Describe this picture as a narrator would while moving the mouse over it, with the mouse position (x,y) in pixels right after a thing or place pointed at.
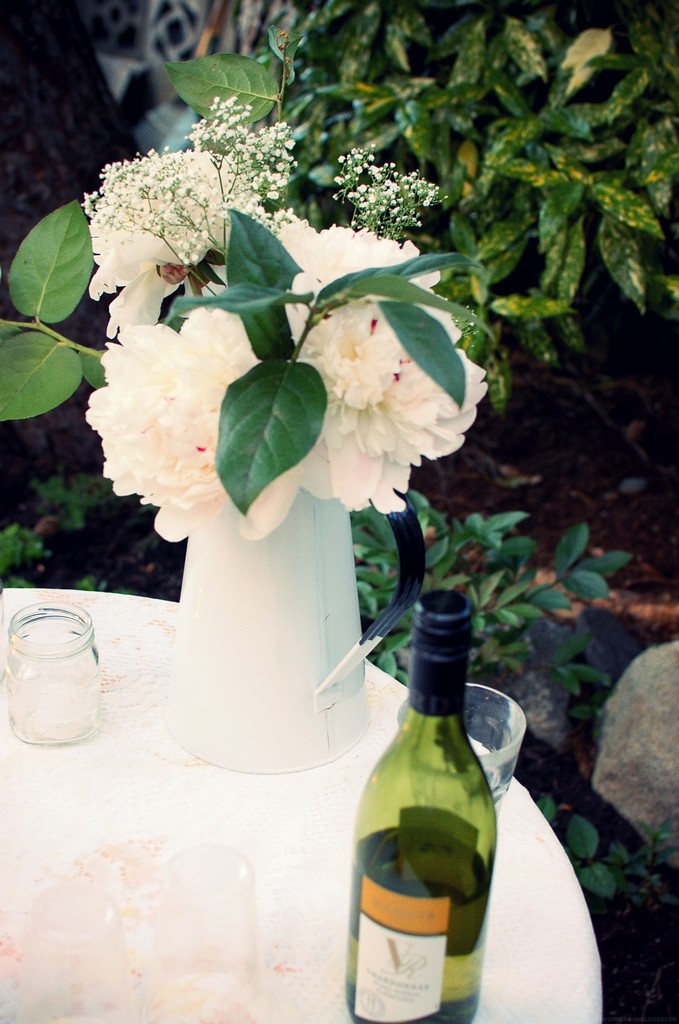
We can see a flower vase (200,652), jar (11,620), glasses (240,902) and a bottle (424,838) on the table (520,962). On the background of the picture (537,172) we can see a plant (565,223).
